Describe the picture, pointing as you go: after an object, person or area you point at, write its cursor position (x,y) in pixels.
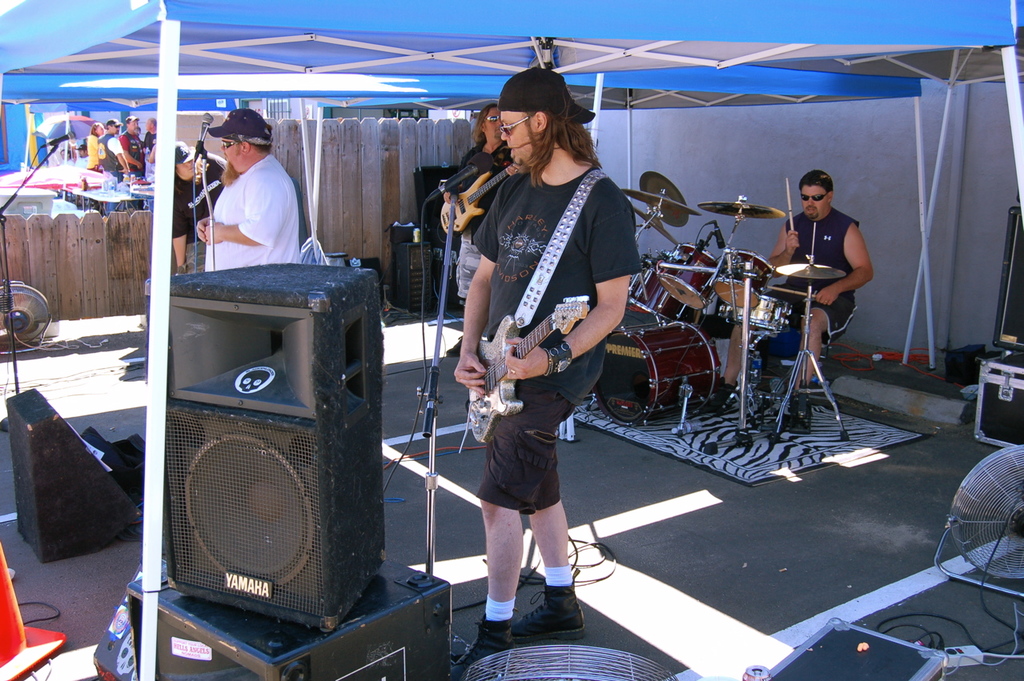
In this image there are group of people (287,211) standing under the tent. There is a person (559,417) in the front (600,345) and playing guitar (506,330) and at the back (493,179) there is an another person (471,233) standing and playing guitar (481,192). At the right (809,191) side there is a person (807,239) sitting and playing drums (809,347). The person (261,262) standing at the left (235,218) is singing. At the right (974,439) there are boxes (994,372) and fan (1013,516) and at the front (308,298) there are speakers (347,640). At the back (368,191) there is a wooden fence (362,205).
